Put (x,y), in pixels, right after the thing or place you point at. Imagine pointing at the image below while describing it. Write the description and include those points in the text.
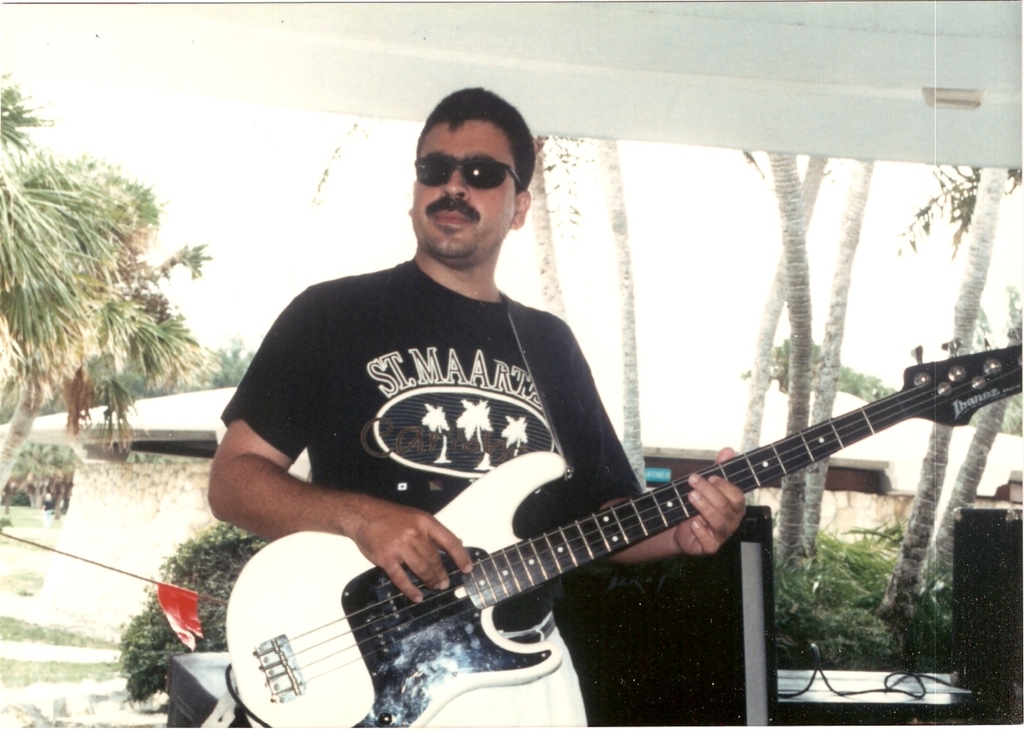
A man (410,369) with black T-shirt (416,380) is standing and he is playing guitar (452,644). He is wearing goggles (499,176). And to the left top corner (72,225) there is a tree (55,353). Behind him there is a plant (156,604), speaker box (686,619). And in the background (631,287) there are many trees (795,311). And there is a roof (197,424).
